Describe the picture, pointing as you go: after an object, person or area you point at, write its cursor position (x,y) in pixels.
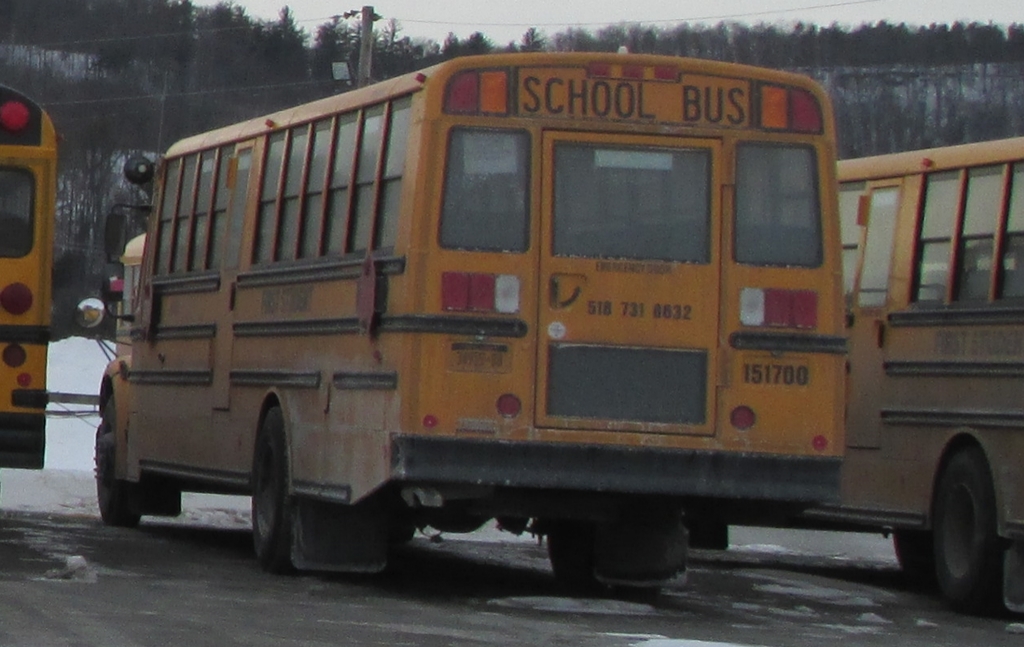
In this image we can see three school buses (411,342) which are yellow in color are on road (271,584) and in the background of the image (76,255) there is some snow (57,408), electric pole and there are some trees (527,42).
